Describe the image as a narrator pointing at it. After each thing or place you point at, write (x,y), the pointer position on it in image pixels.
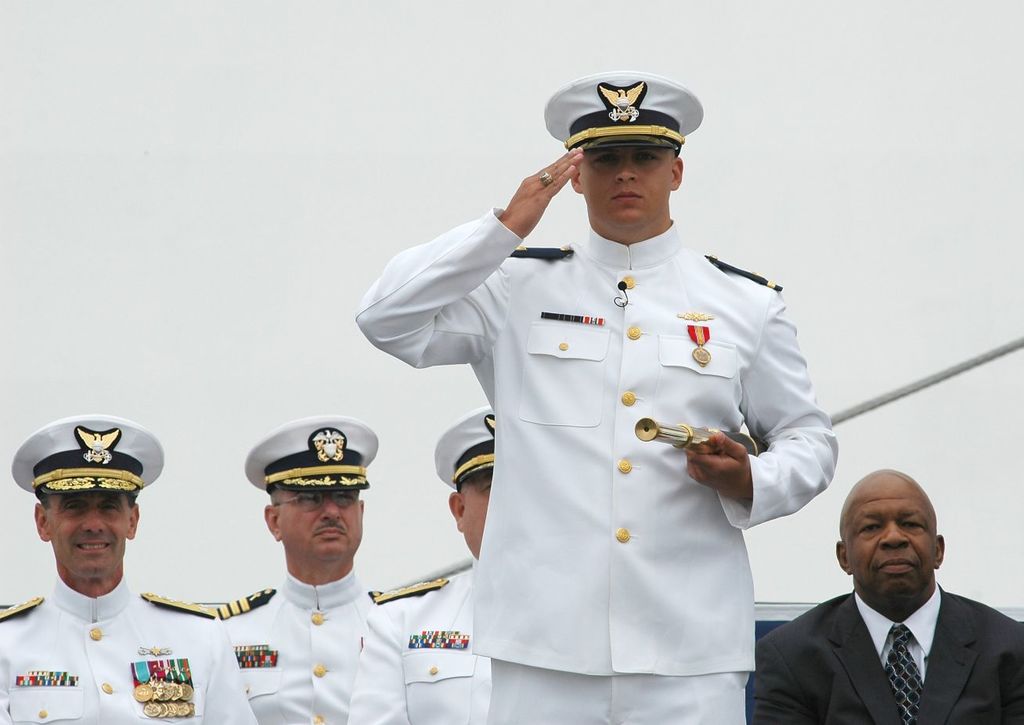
In this image we can see a group of men (726,490). In that a man (723,491) is standing holding a telescope (698,444). On the backside (996,385) we can see a rope (929,382) and the sky (120,302) which looks cloudy.
